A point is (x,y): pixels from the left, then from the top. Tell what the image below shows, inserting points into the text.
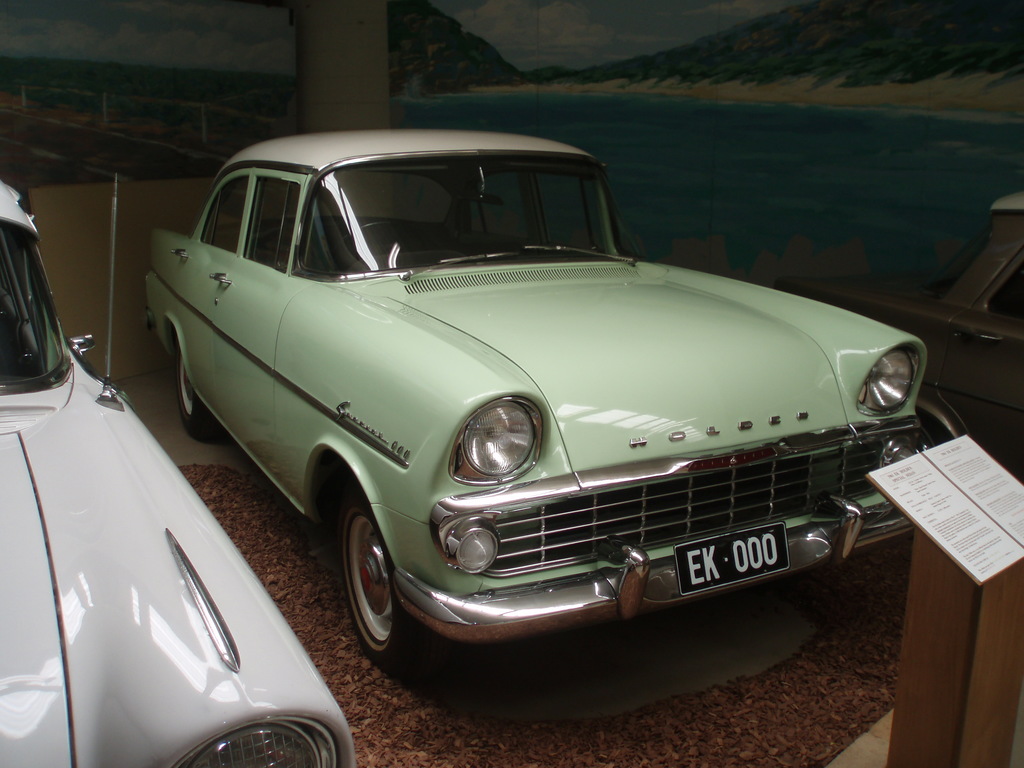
In the center of the image (589,477) we can see a car (518,394). On the left side (130,643) we can see a car (94,634). In the background (29,88) there is a wall (648,76) and a painting (660,117). At the bottom right corner (943,516) there is a board (935,527) and stand (937,592).
